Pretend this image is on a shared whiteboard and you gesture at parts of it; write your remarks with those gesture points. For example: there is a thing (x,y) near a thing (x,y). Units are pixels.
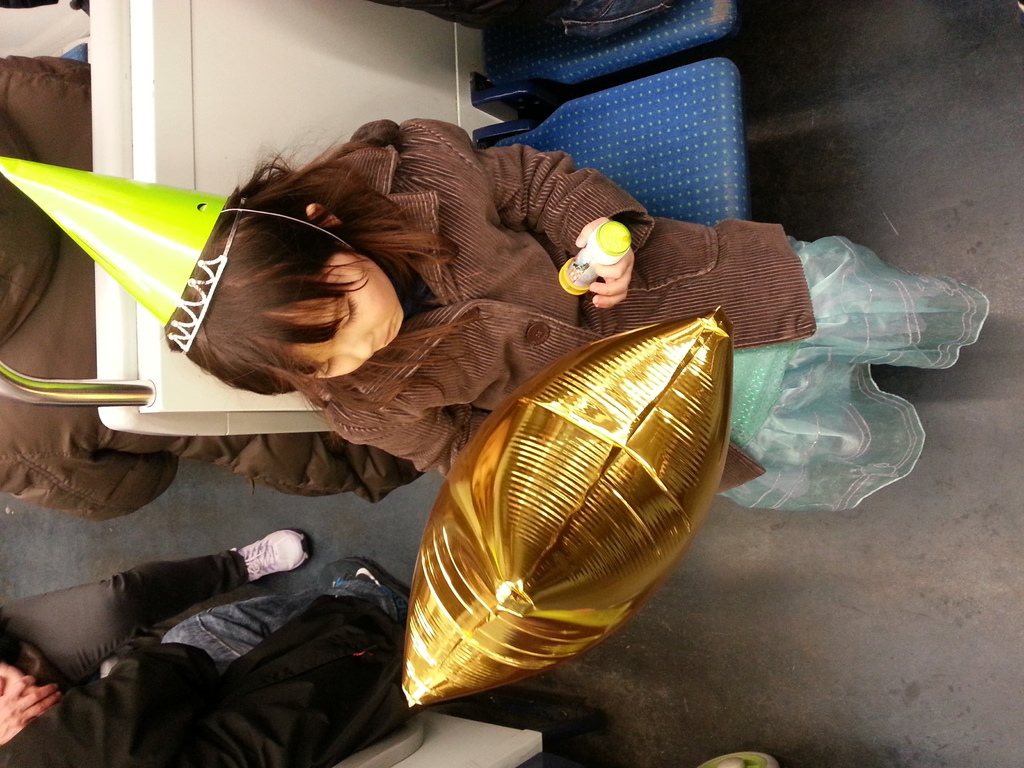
In this picture I can see a girl (549,172) holding some objects (581,270) and sitting on the seat (583,154), there is another person (11,202) sitting, there are legs (100,601) of two persons (89,614).
